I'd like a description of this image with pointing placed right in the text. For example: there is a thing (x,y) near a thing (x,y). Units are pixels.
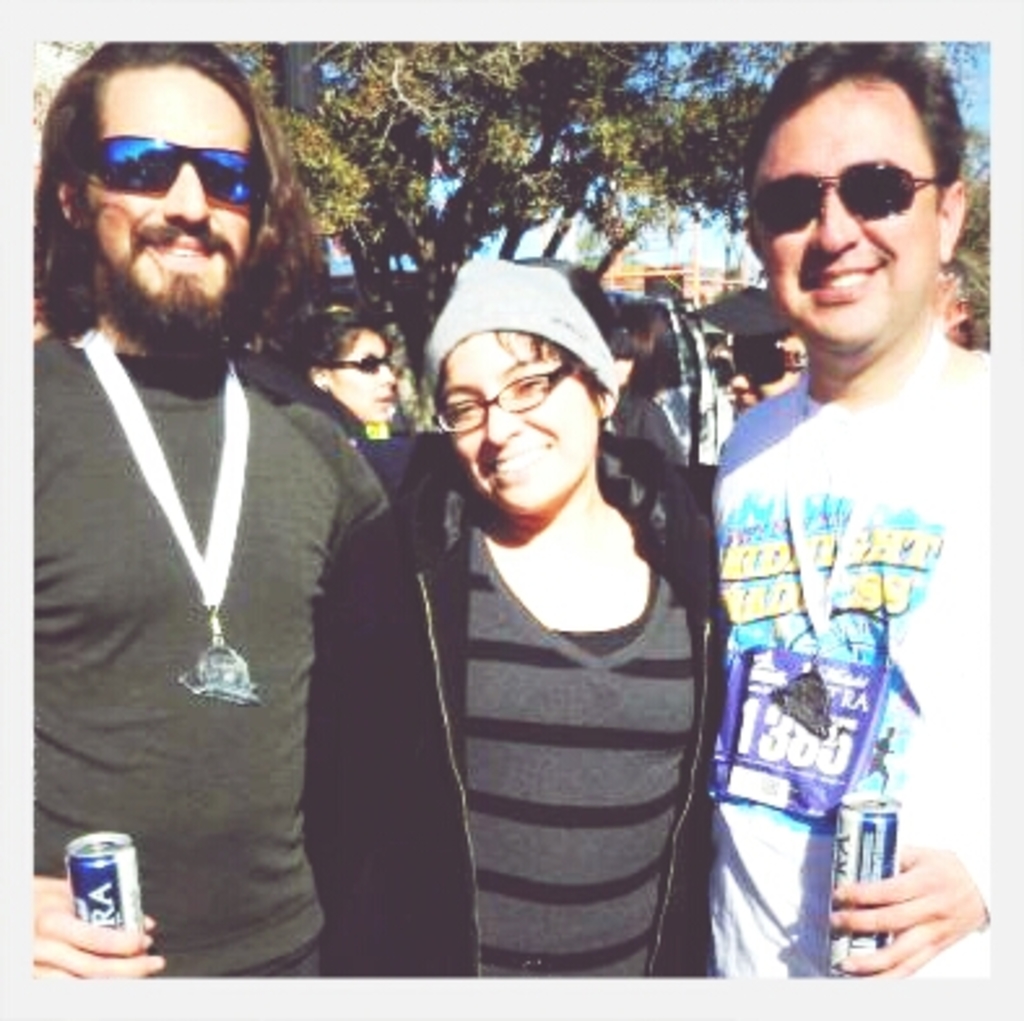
3 people (598,560) are standing. The person (655,490) at the center (600,389) is wearing a beanie (529,303) and spectacles (525,401). The people (178,525) at the left (184,409) and right are wearing goggles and holding a can (865,843) in their hand (847,888). Behind them there are other people (631,347), buildings (662,293) and trees (401,111).
